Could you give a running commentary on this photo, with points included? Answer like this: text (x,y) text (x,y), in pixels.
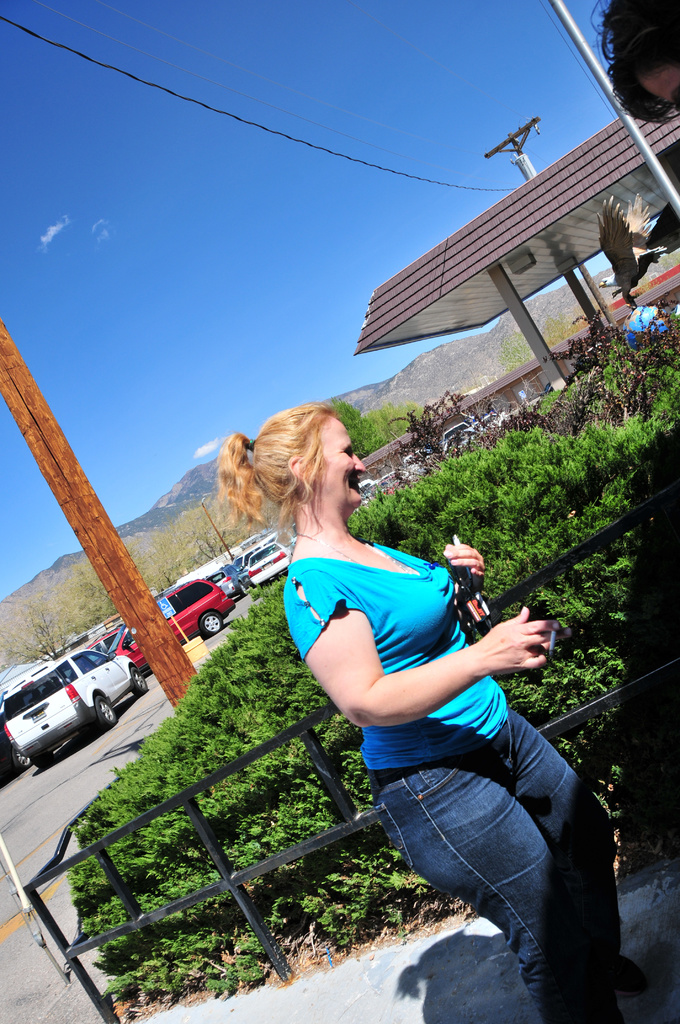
In this image I see a woman (324,681) over here who is smiling and I see that she is wearing blue color top (330,575) and blue jeans (437,877) and I see the path (3,994). In the background (394,853) I see the bushes (292,862), wooden pole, wires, few more poles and I see number of cars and I see the mountains (41,584) and the clear sky (58,158) and I see a bird (629,242) over here. I can also see a person's face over here.
